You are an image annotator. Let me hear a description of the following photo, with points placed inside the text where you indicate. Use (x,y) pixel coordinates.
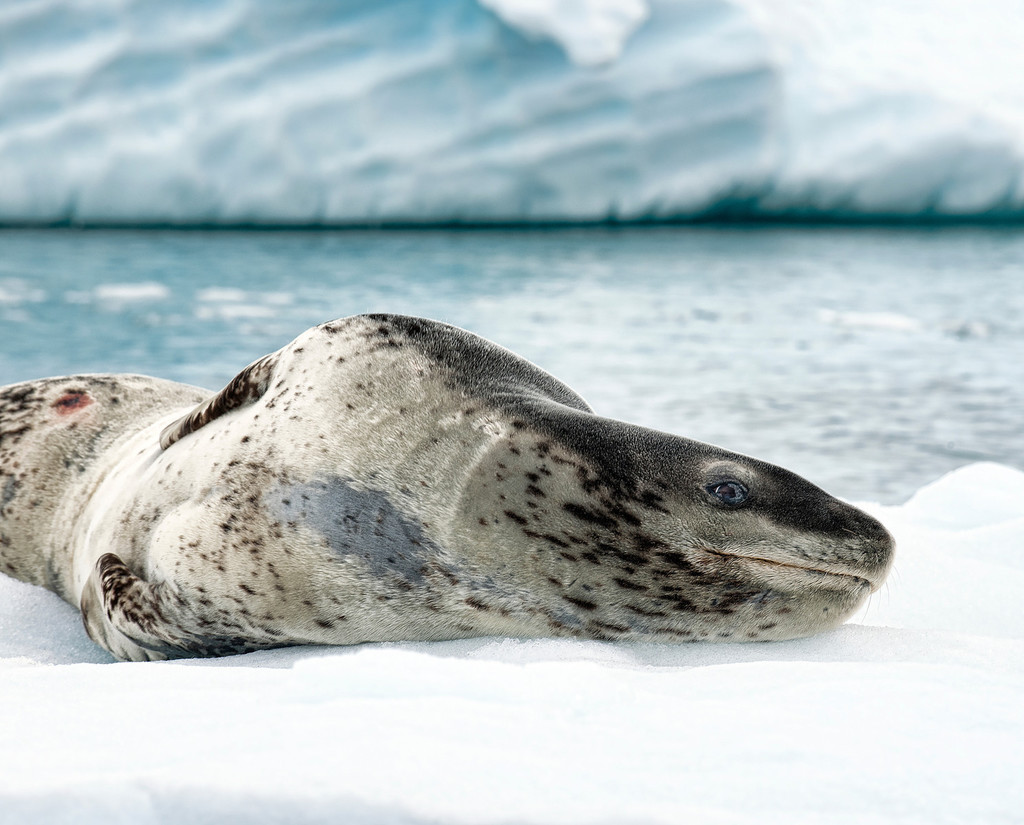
In the foreground of the picture (207,438) there is a seal (198,526) on the ice (837,640). The background (73,255) is blurred. In the background (419,235) there is water (279,266) and there is a iceberg (408,137).
